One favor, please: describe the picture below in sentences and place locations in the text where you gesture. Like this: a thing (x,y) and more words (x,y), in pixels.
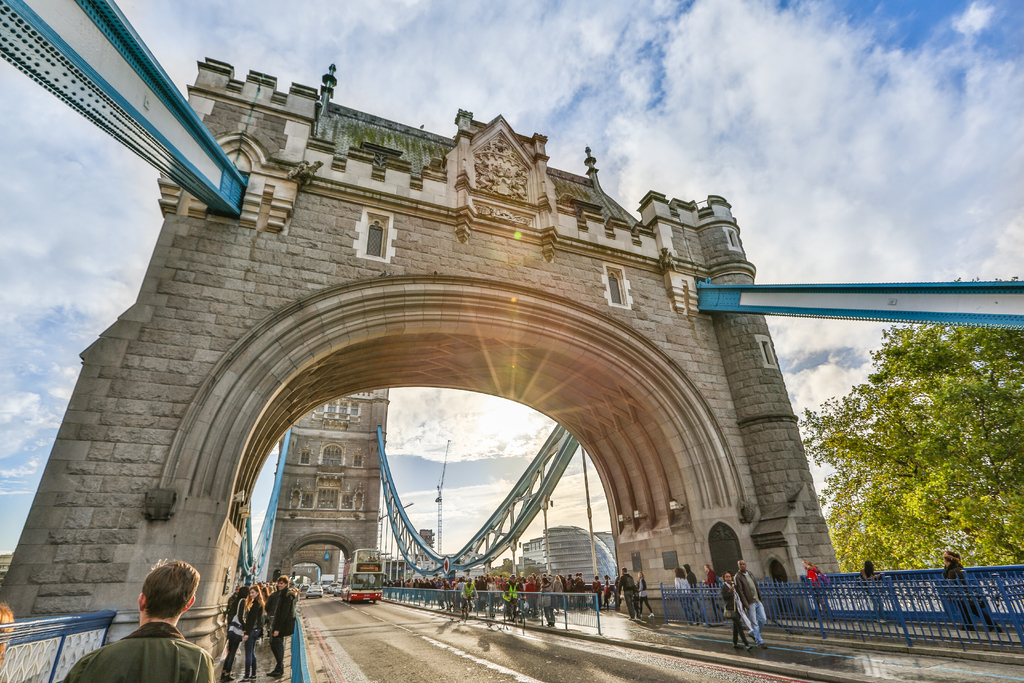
The picture consists of hanging bridge (327,493). In the foreground of the picture (471,621) it is road (402,627), on the road (360,624) there are vehicles (367,596) and lot of people (737,626) walking down the road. In the background (453,453) it is sky (403,438), in the center of the sky (493,423) it is sun (497,408). On the right (971,446) there is a tree (877,493). In the center of the picture (601,271) we can see arches (541,316) on the bridge (319,496).
